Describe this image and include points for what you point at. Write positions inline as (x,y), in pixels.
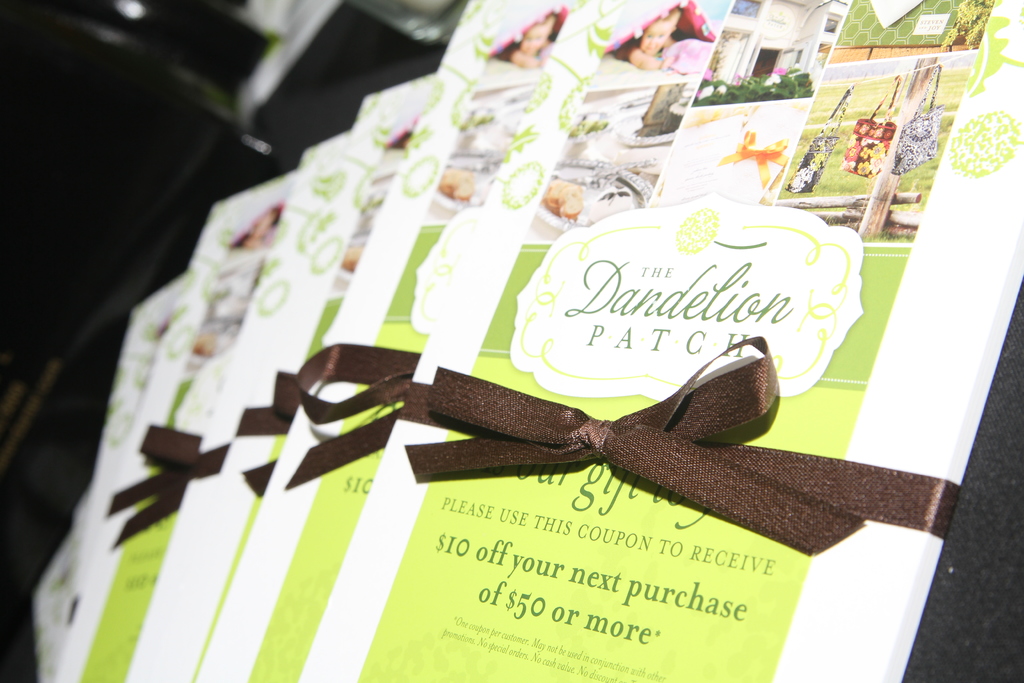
In the image there are a set of coupons (355,199) kept in an order.
